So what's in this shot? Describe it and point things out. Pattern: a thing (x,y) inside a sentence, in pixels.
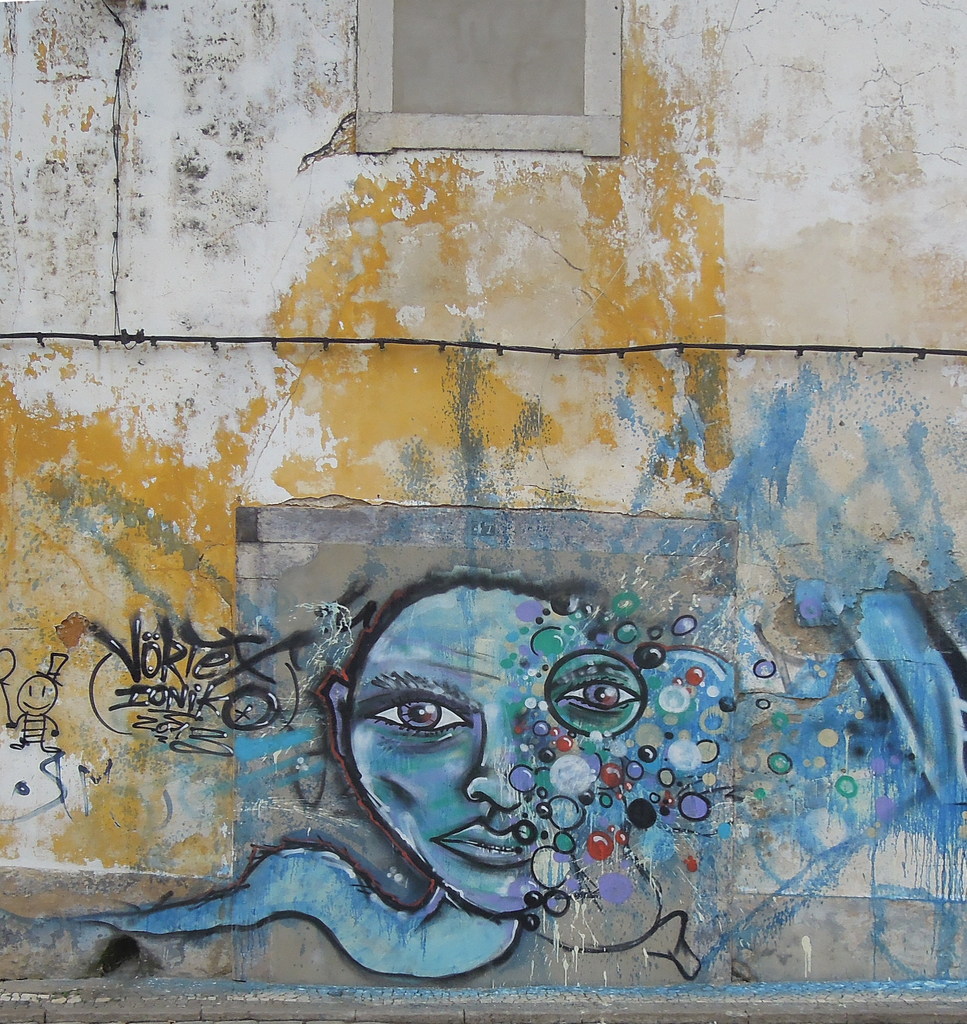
In this picture we can see painting (369,813) on the wall (479,377) and some objects (472,42).
